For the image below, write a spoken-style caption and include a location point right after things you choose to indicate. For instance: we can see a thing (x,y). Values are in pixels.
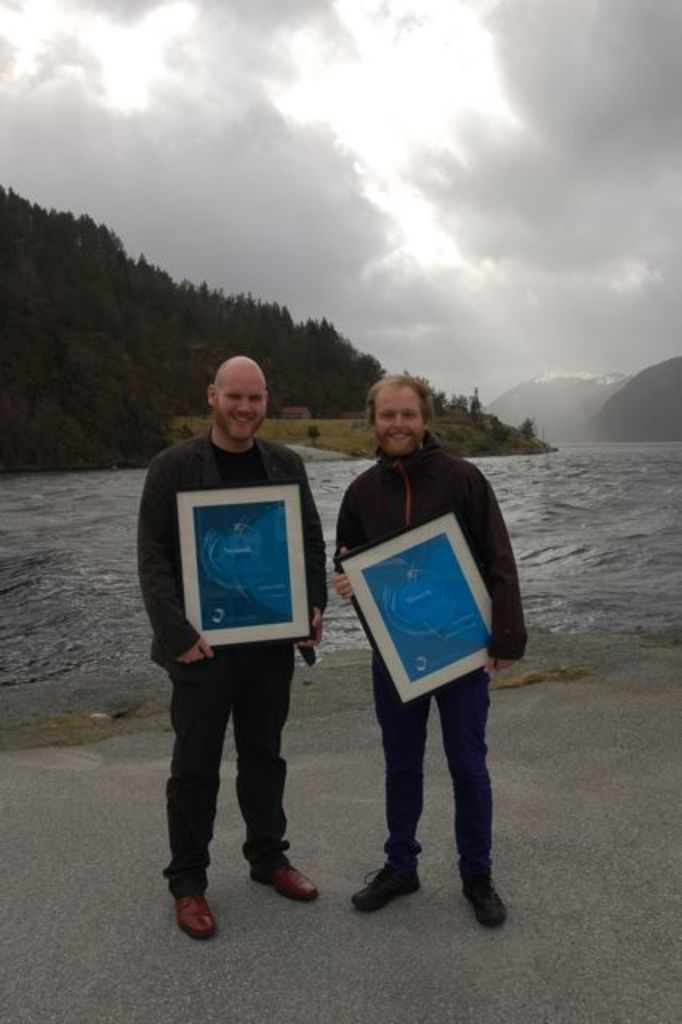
In this image there are two people (522,610) holding frames (448,593) and standing in front of water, there are few mountains (285,326) covered with trees (161,296), few mountains (579,381) are covered with snow (566,378), grass (527,441) and some clouds (484,337) in the sky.
